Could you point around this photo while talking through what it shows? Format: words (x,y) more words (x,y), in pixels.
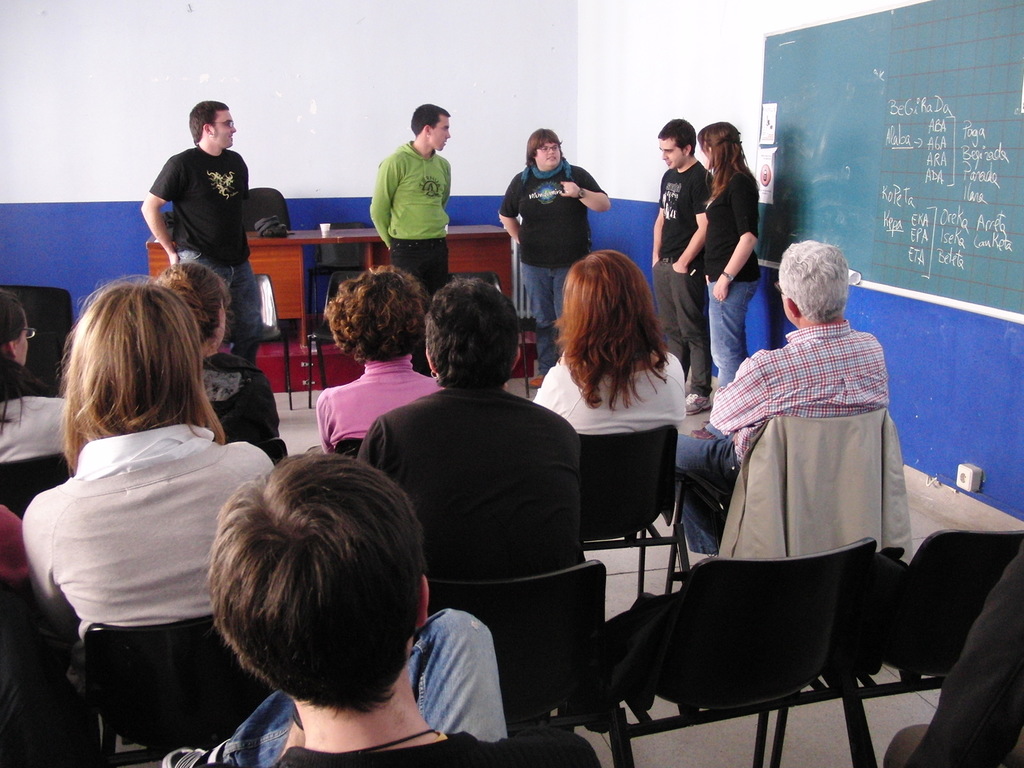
In the picture it looks like a class room (742,48), there are a group of people (416,488) sitting on chairs (615,710) and in front of them some people (682,199) are standing and on the right side (829,181) there is a board (812,156) attached to the wall (312,223), behind the people (212,231) there is a table (153,255).
